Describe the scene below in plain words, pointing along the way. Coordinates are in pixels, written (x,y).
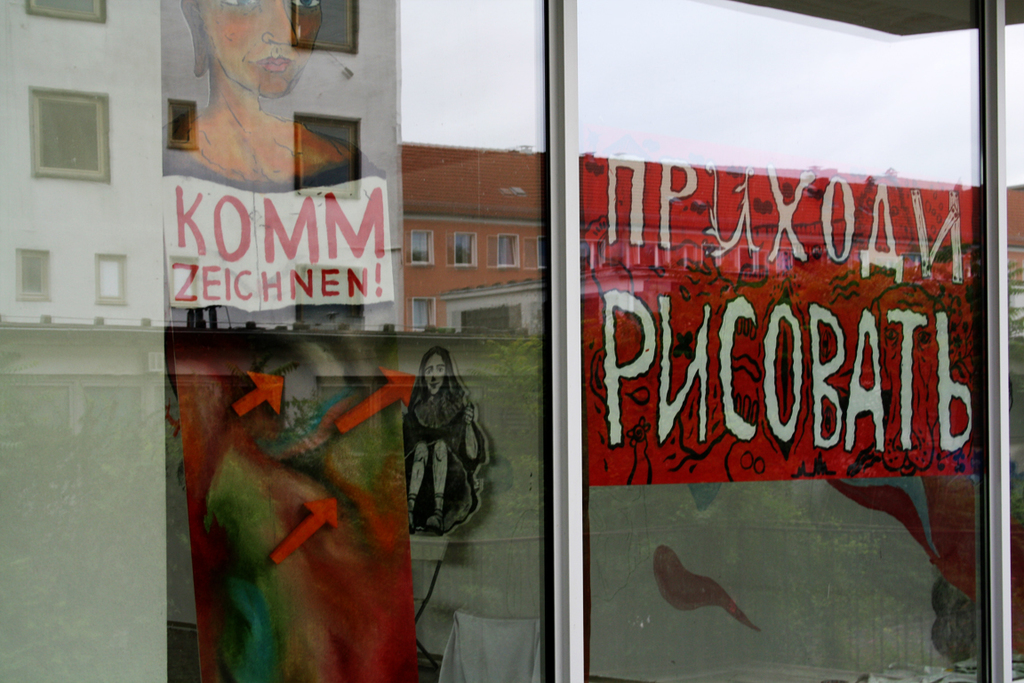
In this image, we can see glass doors (511,511) and there are paintings (366,206) and some text (768,356) and through the glass (392,161) we can see buildings (490,204).
